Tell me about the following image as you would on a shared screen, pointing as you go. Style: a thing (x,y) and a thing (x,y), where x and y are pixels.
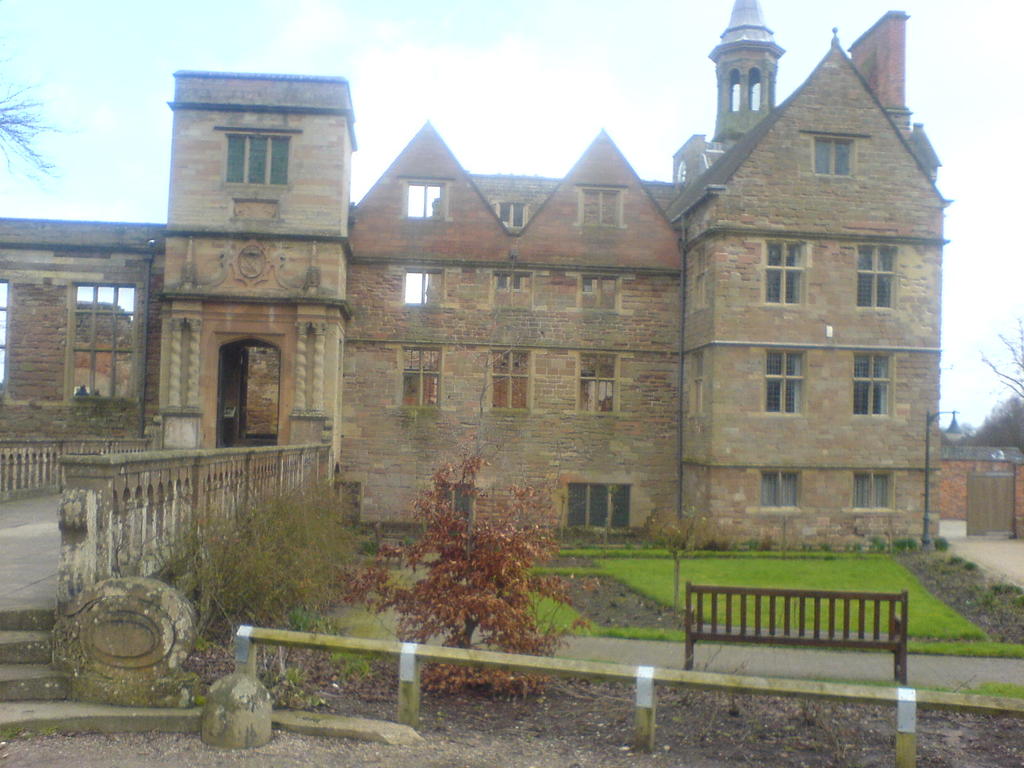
In the front of the image (282,587) there are railings (78,505), plants (476,592), grass (810,580), bench (750,590), light pole (924,463) and objects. In the background of the image (274,346) there is a building (260,338), trees (21,143), sky (100,61) and objects (86,389).
